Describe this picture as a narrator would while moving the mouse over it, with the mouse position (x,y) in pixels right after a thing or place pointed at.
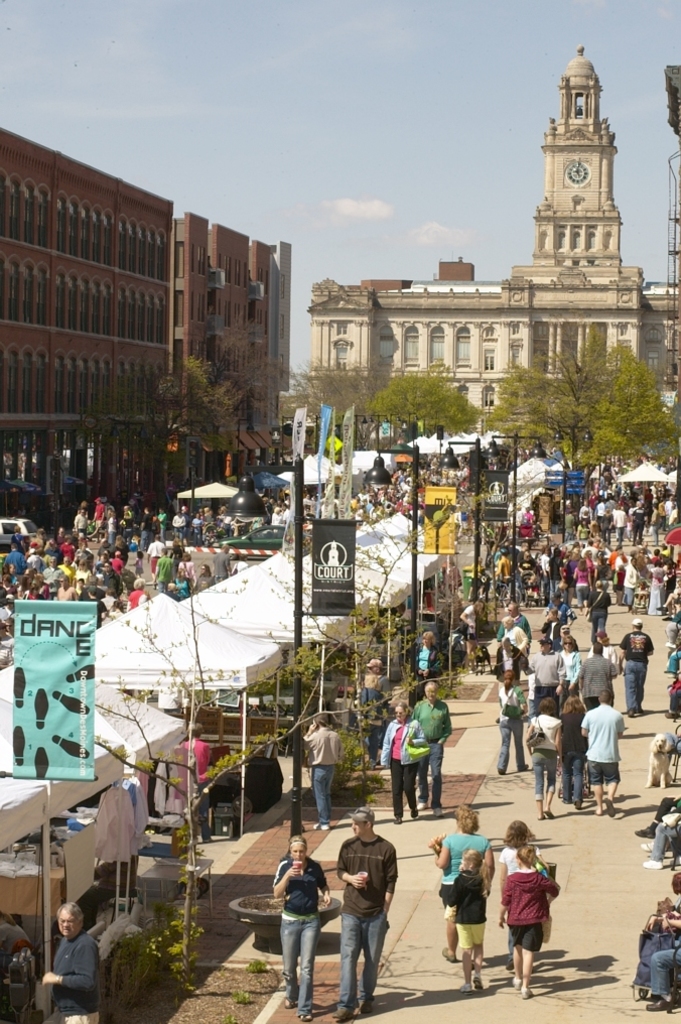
In this picture there are group of people (455,881) and we can see banners (75,608) and lights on poles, tents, vehicle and trees (324,390). In the background of the image (622,338) we can see buildings (543,206) and sky (394,94).
